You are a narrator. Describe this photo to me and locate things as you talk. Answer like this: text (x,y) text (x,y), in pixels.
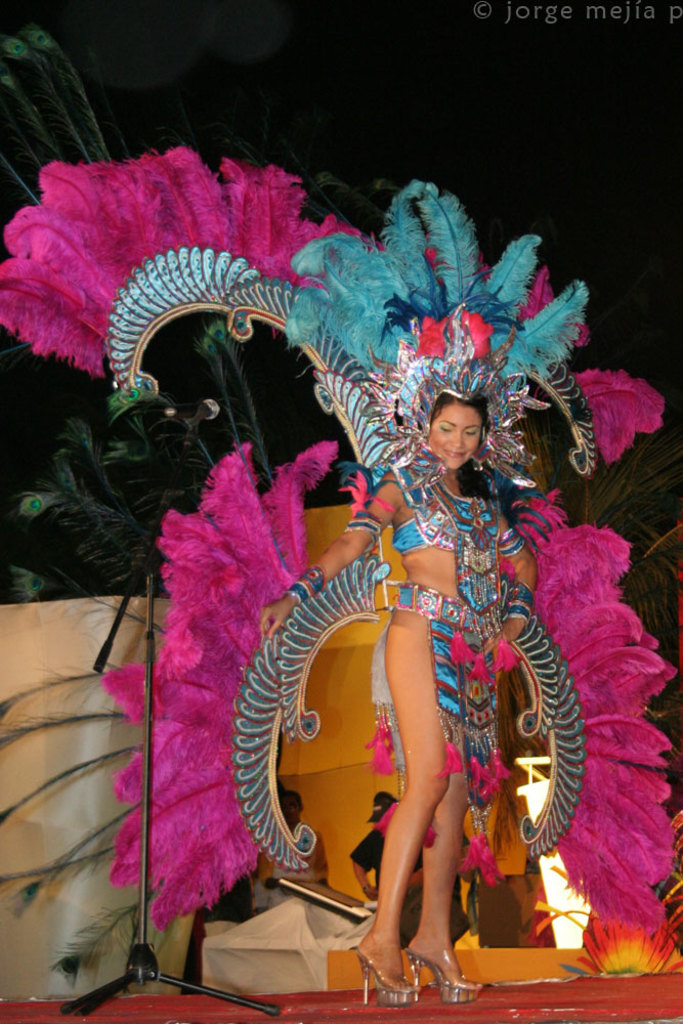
In this image I can see a woman (397,854) wearing a costume (243,570) and there is a mike (106,646) visible on the left side (217,411) and backside of the woman (393,842) I can see a person (374,843) at the bottom (365,876), background (655,138) is dark and there are some plants (627,470) visible on the right side (662,547).
